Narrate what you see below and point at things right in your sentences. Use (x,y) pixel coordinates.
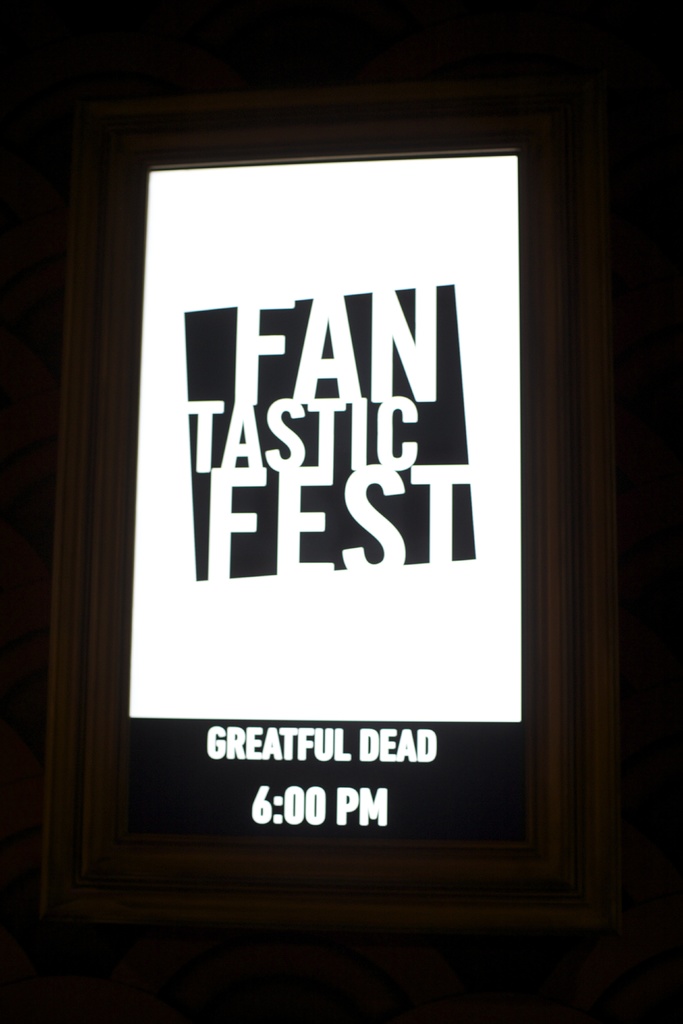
This image consists of a screen (312,323) on which there is a text (242,433) along with the time (290,802).
